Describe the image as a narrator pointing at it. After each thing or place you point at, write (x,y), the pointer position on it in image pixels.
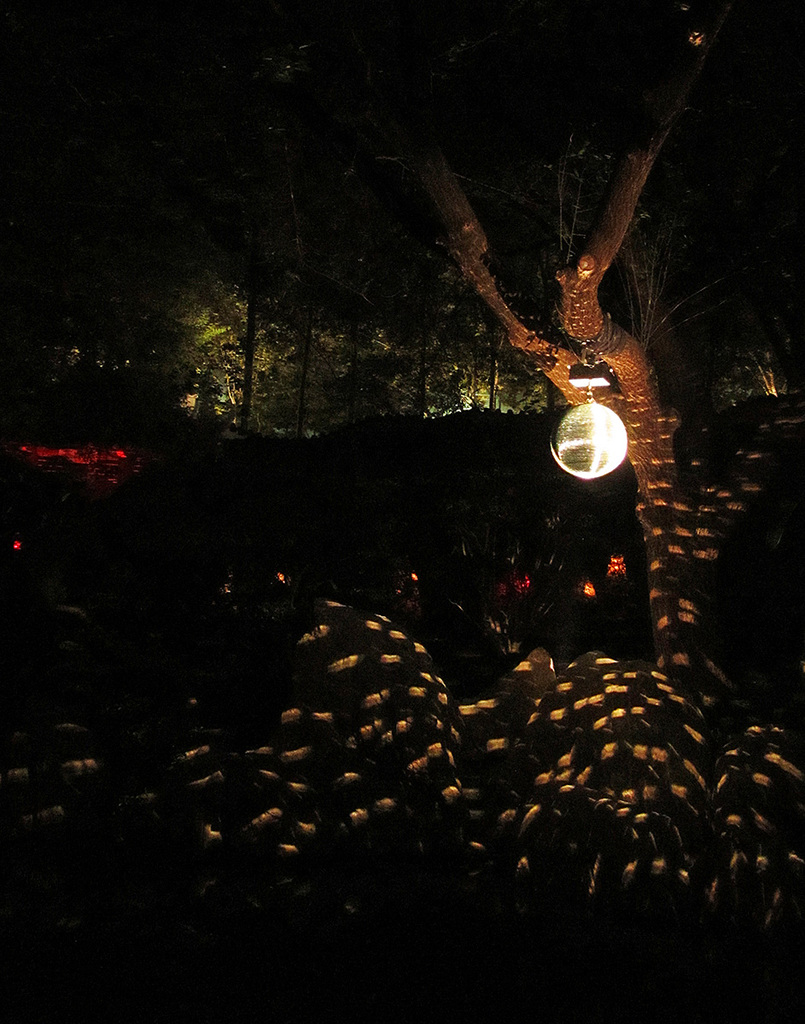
In this picture we can see some group of trees (308,220) and light (574,370) attached to the tree (623,233).
